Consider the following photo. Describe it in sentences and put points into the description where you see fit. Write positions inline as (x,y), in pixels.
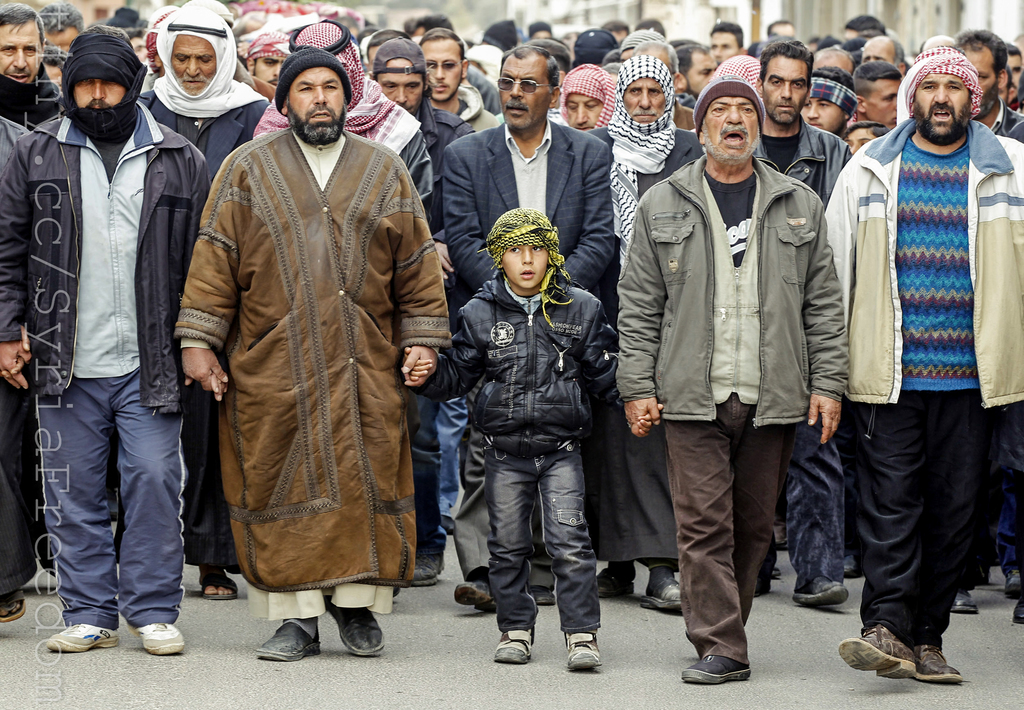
As we can see in the image in the front (805,448) there are group (760,170) of people standing and in the background (594,4) there are buildings (473,31).
